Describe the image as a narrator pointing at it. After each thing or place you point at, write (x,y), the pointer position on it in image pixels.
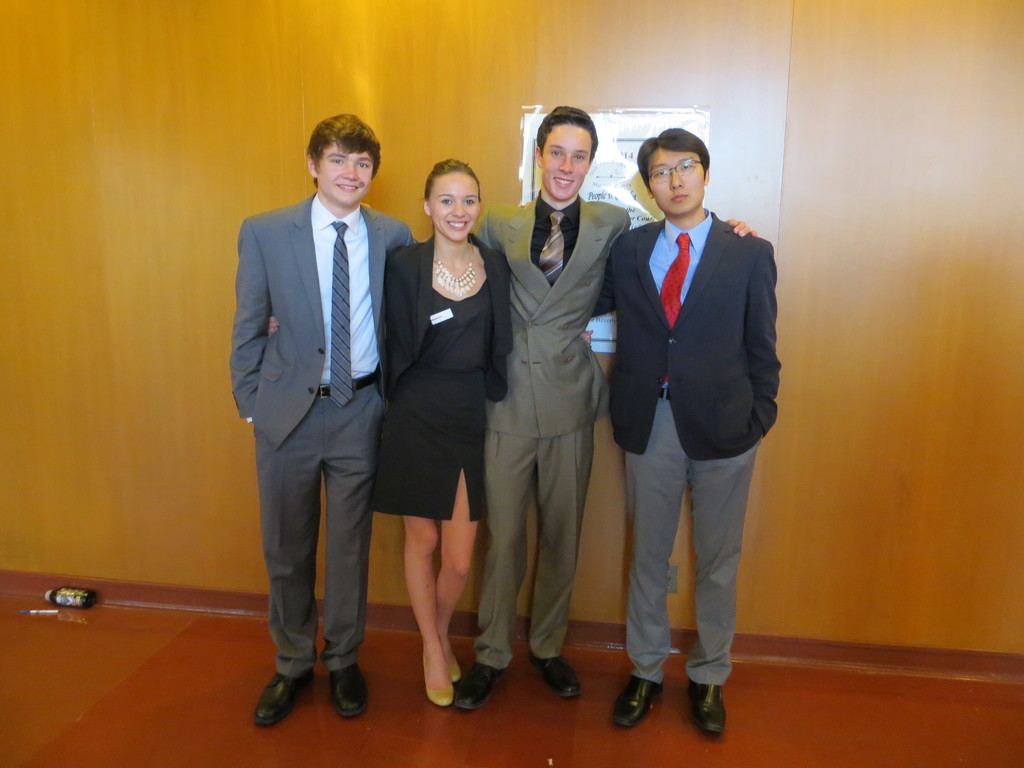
In this picture I can see few people (525,266) are standing and I can see a poster (589,195) in the back (597,190) with some text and I can see men (703,380) wore coats (691,348) and ties (347,349).
